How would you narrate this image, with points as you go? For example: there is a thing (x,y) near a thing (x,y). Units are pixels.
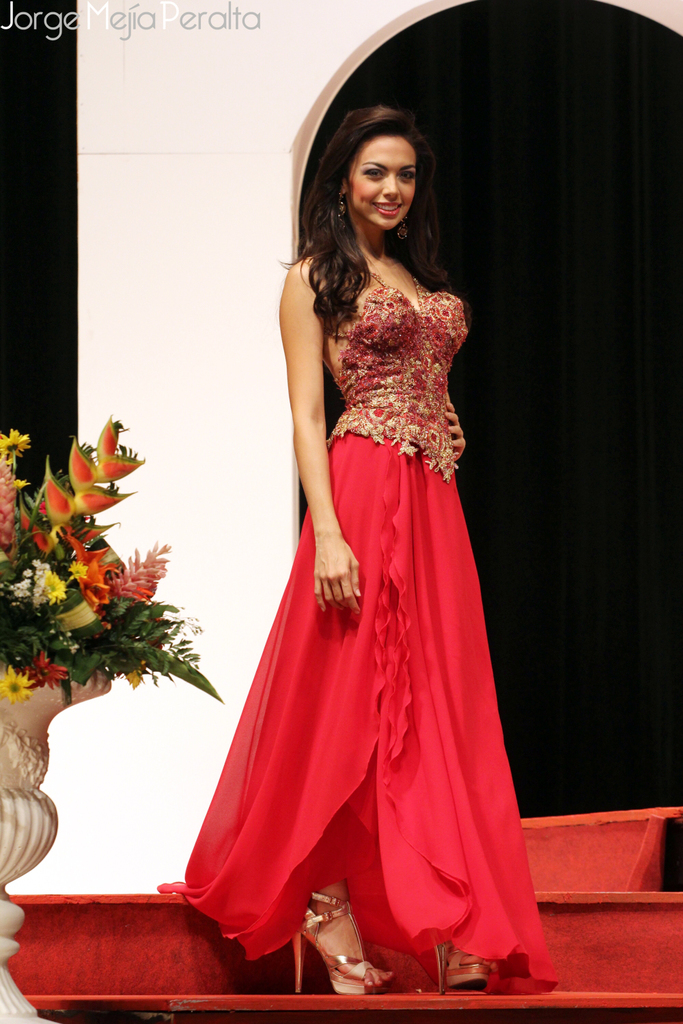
In this image I can see a woman (358,111) standing and posing for the picture wearing a red dress (399,463). There is a flower vase (104,559) in the left bottom corner (55,831) and in the left top corner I can see some text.
